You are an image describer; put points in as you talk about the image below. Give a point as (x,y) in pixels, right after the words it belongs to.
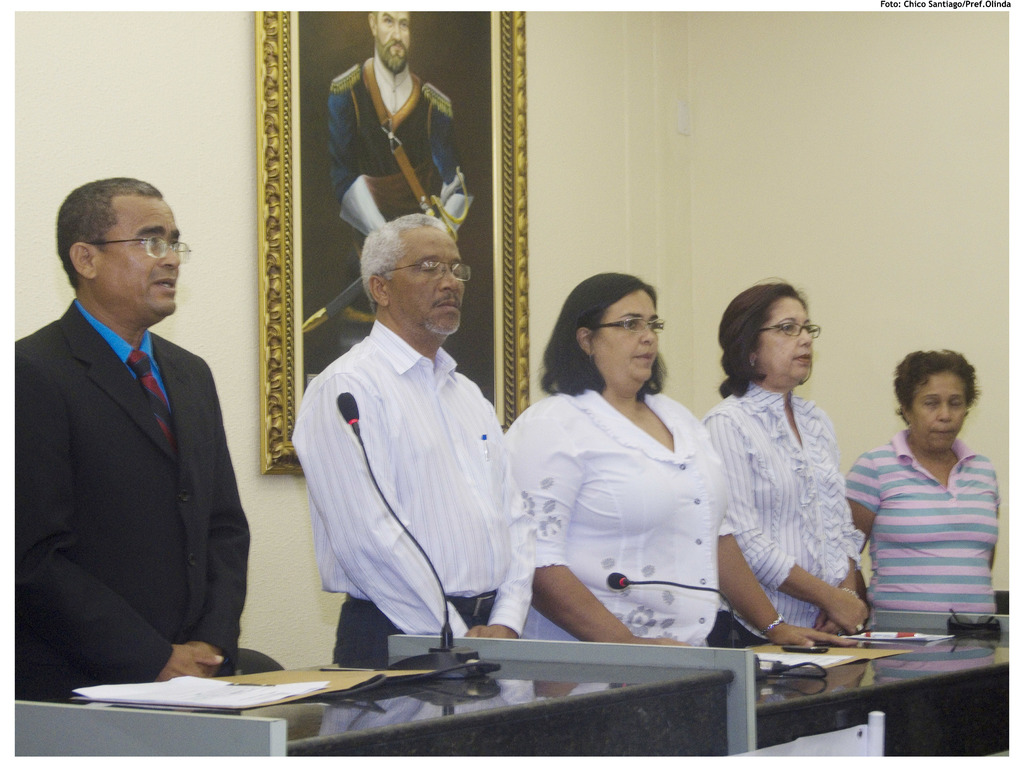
In this image I can see there are three women (593,451) and two men (464,539) standing in front of the table (674,666), on the table (951,671) I can see a mike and papers (893,637) and at the top I can see a wall (860,64) and photo frame (505,109) attached to the wall (581,167).
